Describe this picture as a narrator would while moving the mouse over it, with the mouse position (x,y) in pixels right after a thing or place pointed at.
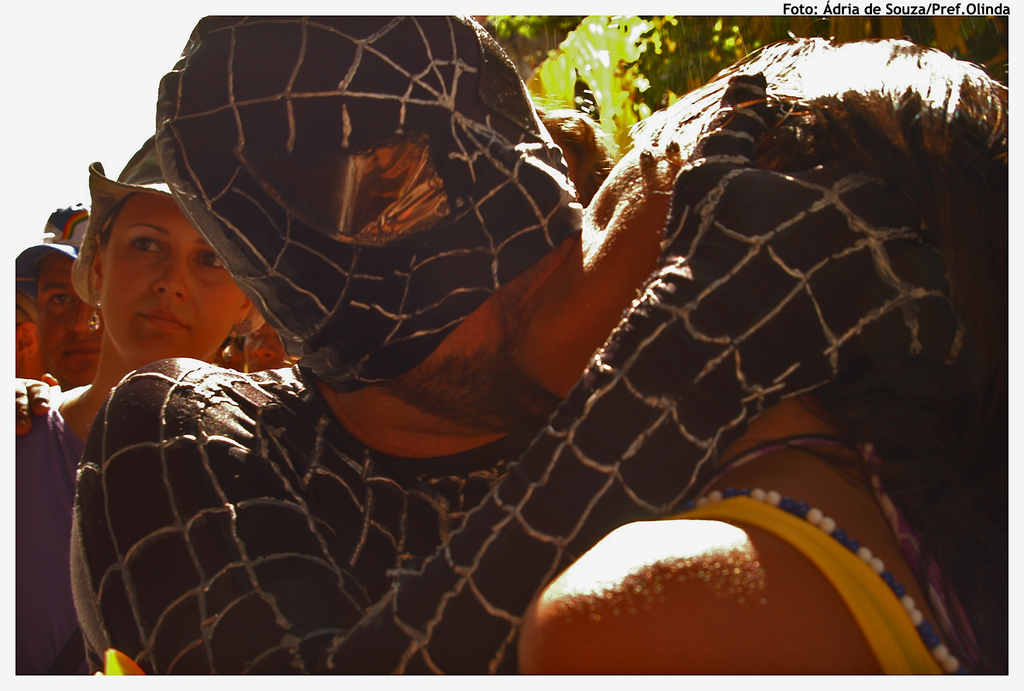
In this image I can see the group of people (279,496) with different color dresses (59,444) and one person (249,445) with the costume (308,451). I can see two people (133,290) with the hat (107,206) and cap (69,235). I can see the plants (579,79) and the white background (49,108).
